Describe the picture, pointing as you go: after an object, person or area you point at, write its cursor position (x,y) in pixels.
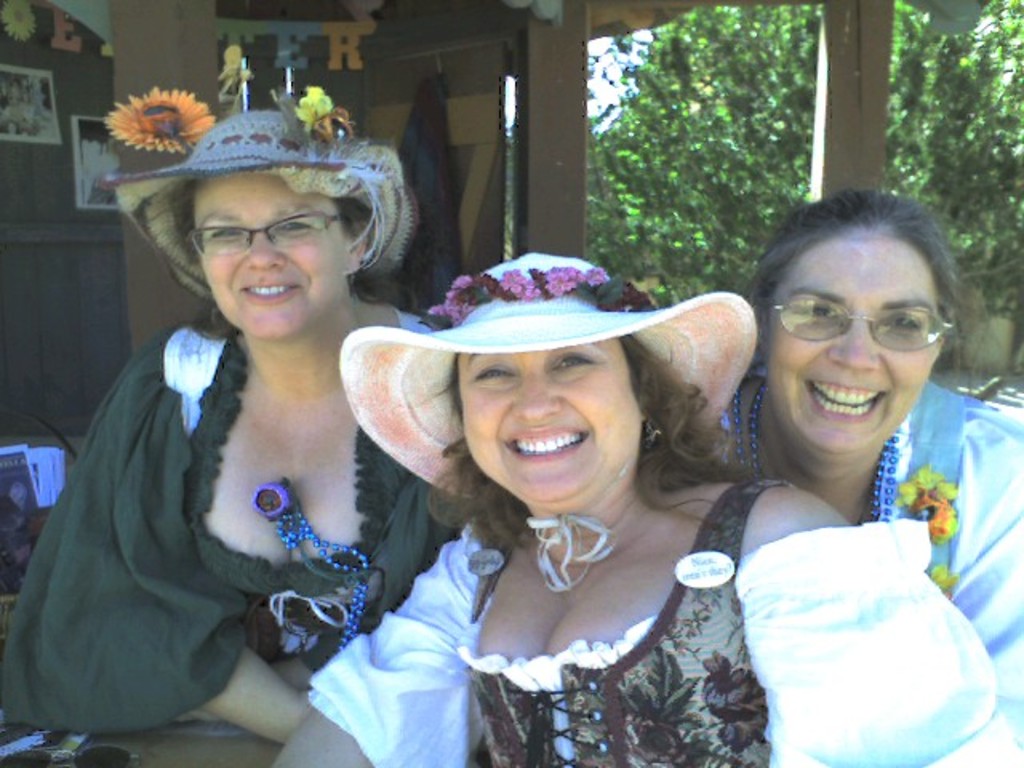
In this image I can see few people (482,324) are smiling and wearing different color dresses (939,410). I can see few trees (900,170), papers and few posters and few decorative items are attached to the brown color surface (372,77).
